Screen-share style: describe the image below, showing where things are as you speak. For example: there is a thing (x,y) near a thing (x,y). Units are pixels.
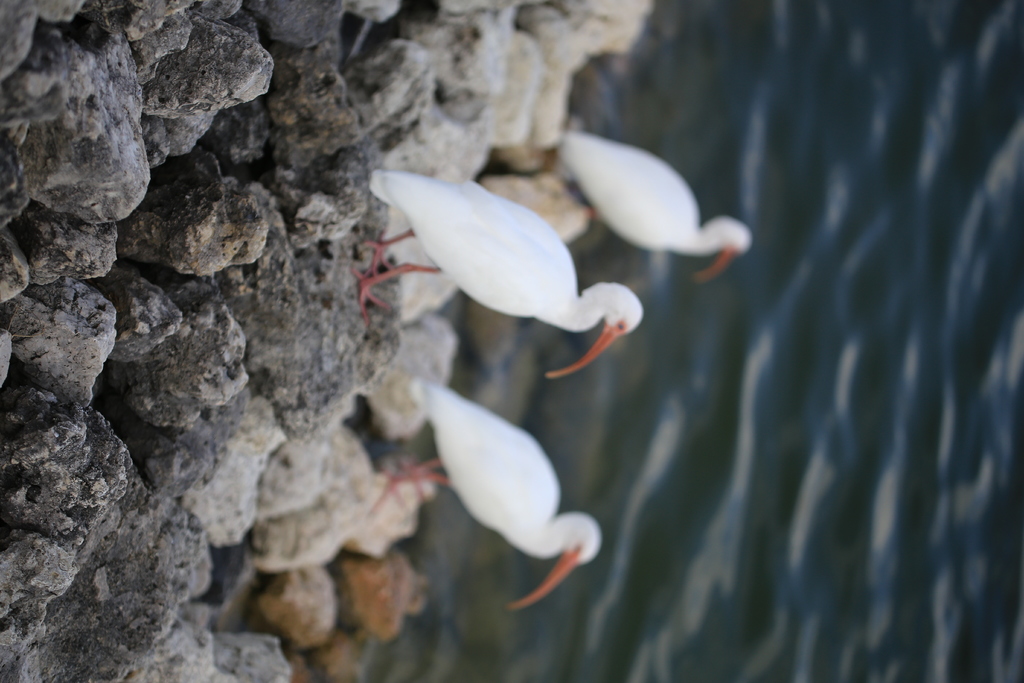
In this image I can see in the middle (410,318) three birds (560,297) are standing on these stones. On the right side (875,419) there is water (887,460).
